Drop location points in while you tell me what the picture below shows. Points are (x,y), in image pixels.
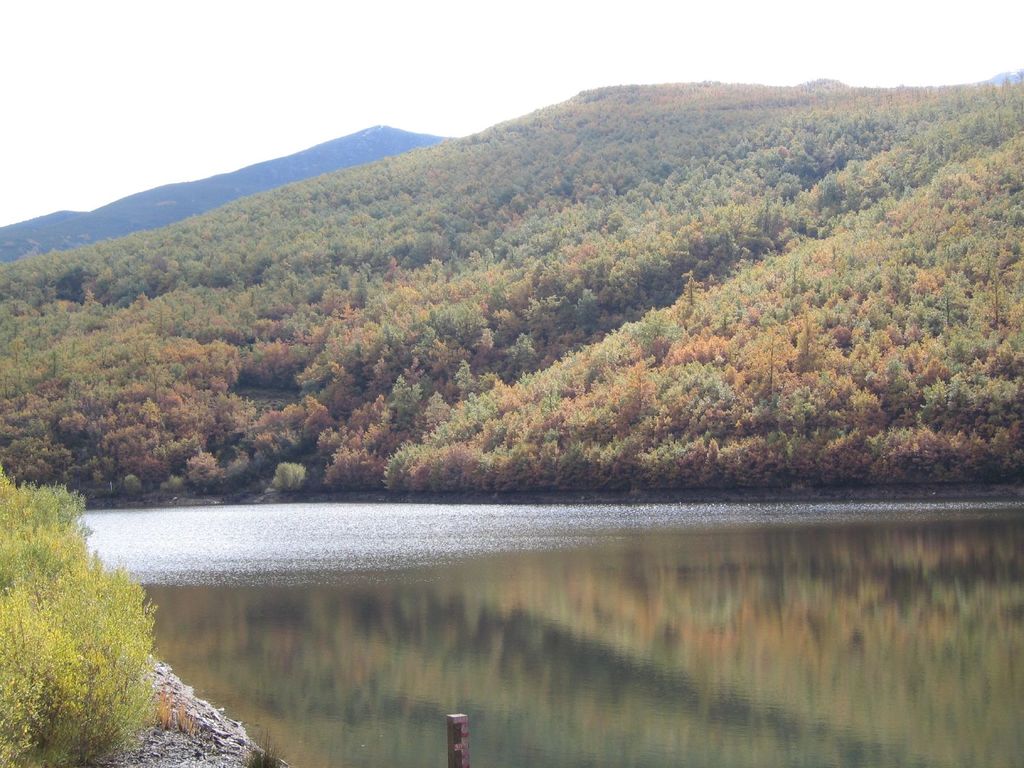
In this image we can see a large water body (625,589), some plants (104,653), a group of trees (126,422) on the hills (647,440) and the sky (357,73) which looks cloudy. On the bottom of the image (453,741) we can see a pole (453,741).
